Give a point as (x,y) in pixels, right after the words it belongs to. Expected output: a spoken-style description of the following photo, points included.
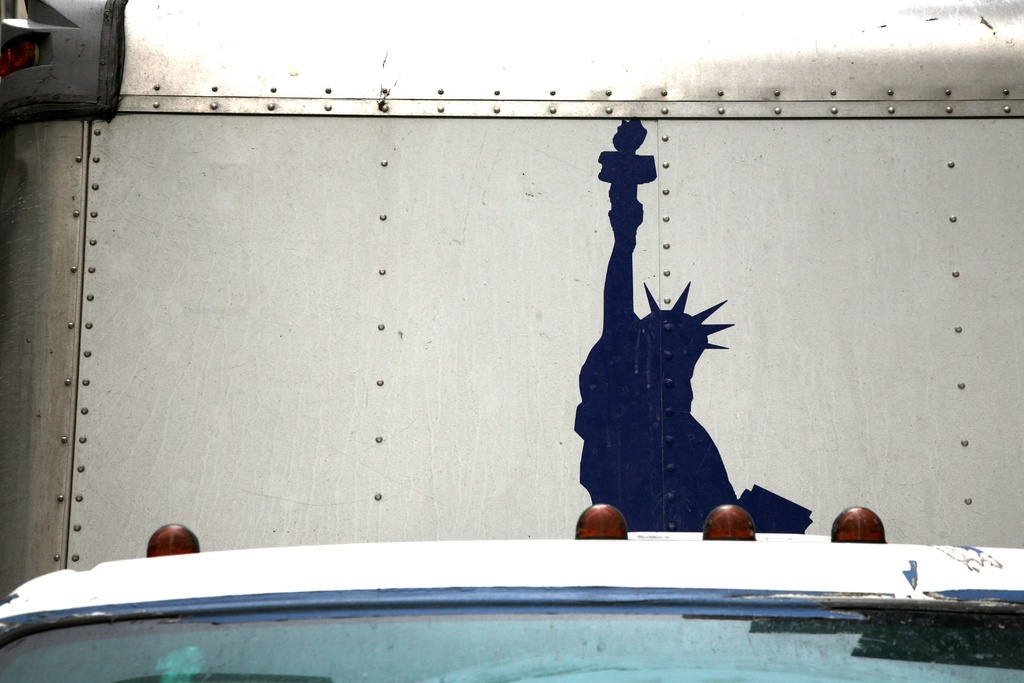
In this picture I see the statue of liberty (623,294) in the black poster (665,455) on the steel wall (571,464). At the bottom (457,564) it might be a white car (707,626), behind that there are four orange lights (745,518).
